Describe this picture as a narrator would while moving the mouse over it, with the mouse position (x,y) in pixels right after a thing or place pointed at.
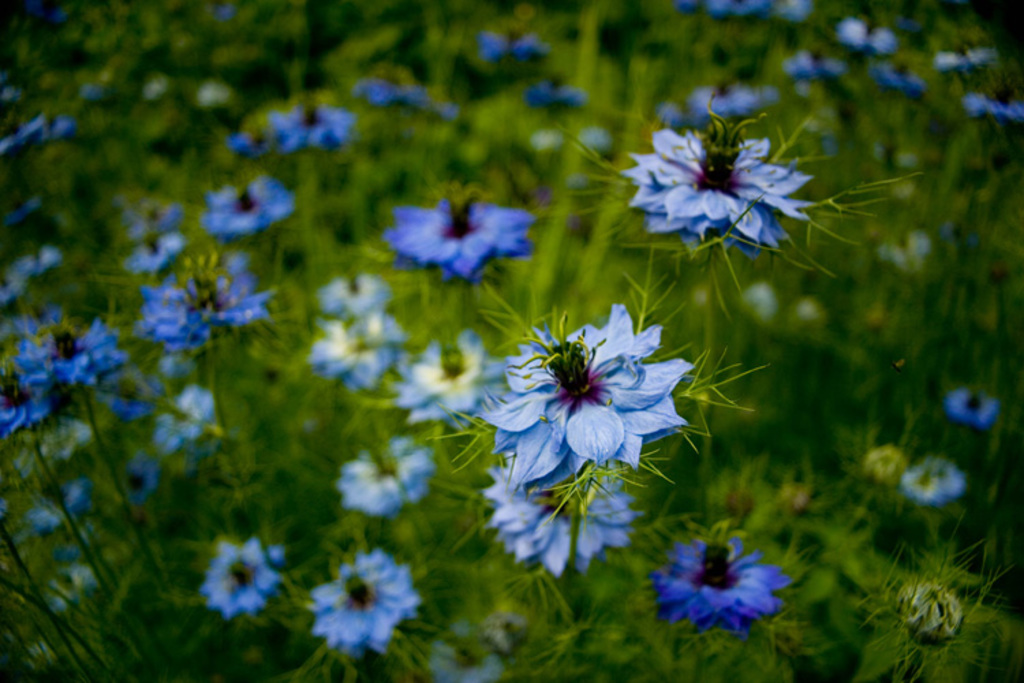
In this image we can see flower plants (288,414).
